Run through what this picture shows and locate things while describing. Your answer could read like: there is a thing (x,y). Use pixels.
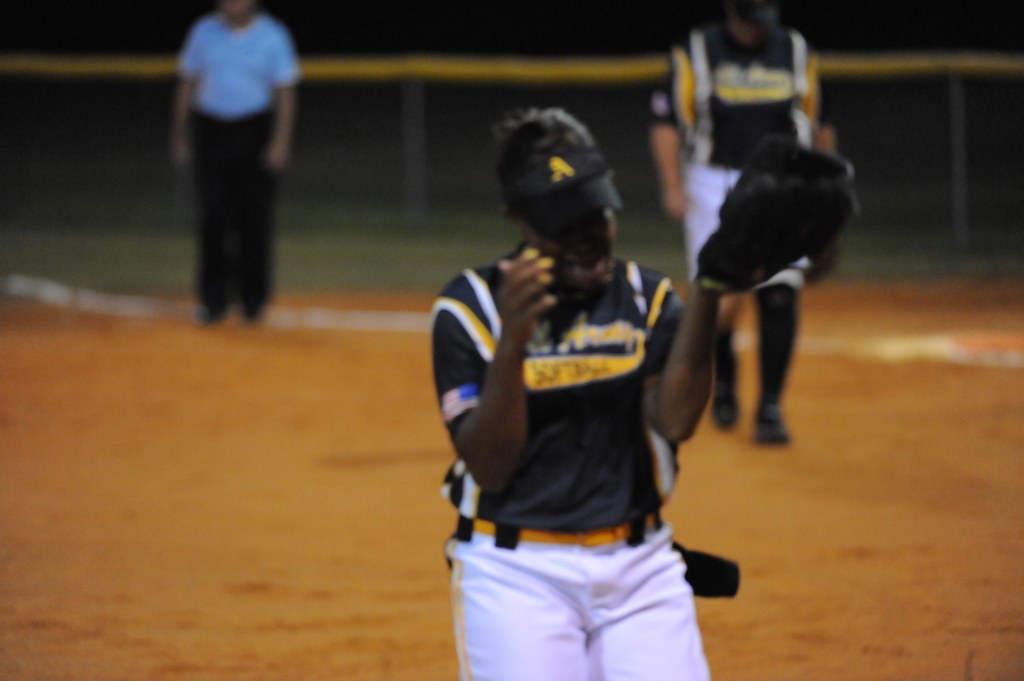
In the foreground of this image (615,503), there is a man (616,413) standing in black and white dress (580,467) and wearing glove (763,238) to his hand (765,259). In the background (810,48), there are two persons (241,138) standing on the ground (275,433) and a fencing (419,110).
